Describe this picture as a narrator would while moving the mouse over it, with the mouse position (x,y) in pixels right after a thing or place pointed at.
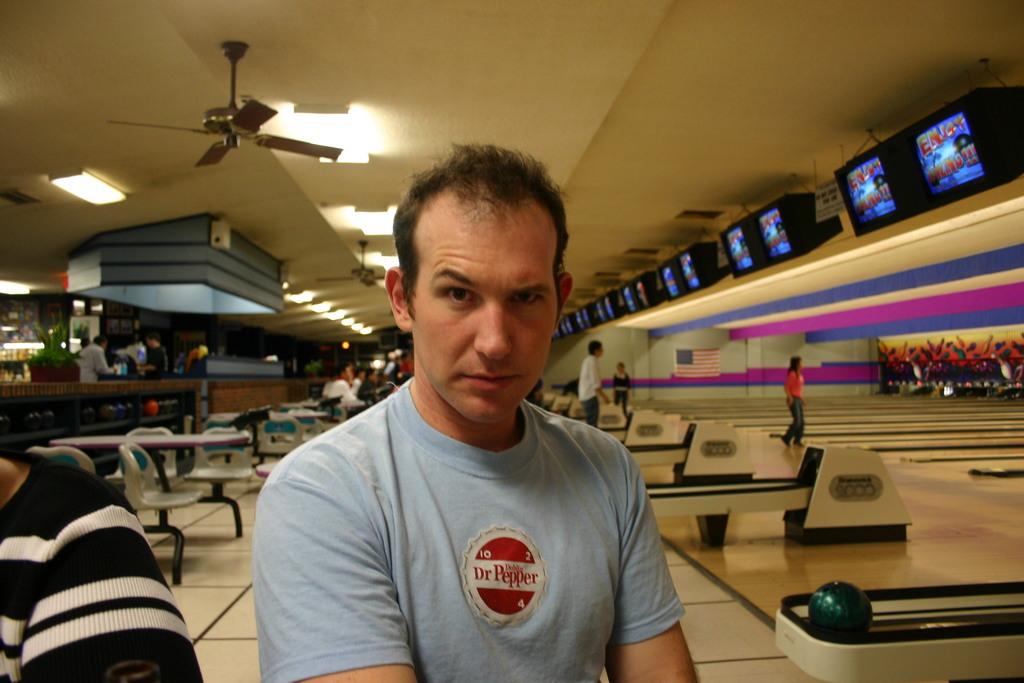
In this image there is one person (454,528) at bottom of this image (466,549) and there is one another person (113,613) is at left side (175,596) him. There are some chairs (233,450) at left side of this image (191,471) and there are some persons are at left side of this image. There is a bowling area (767,488) at right side of this image (772,500) and there are some persons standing here. There are some display screens (752,256) at top right side of this image (786,206). There are some lights (345,128) arranged at top of this image (362,134) and there is a fan (226,139) at top left side of this image (243,123). There is a ball (851,619) at bottom right corner of this image (839,590).
